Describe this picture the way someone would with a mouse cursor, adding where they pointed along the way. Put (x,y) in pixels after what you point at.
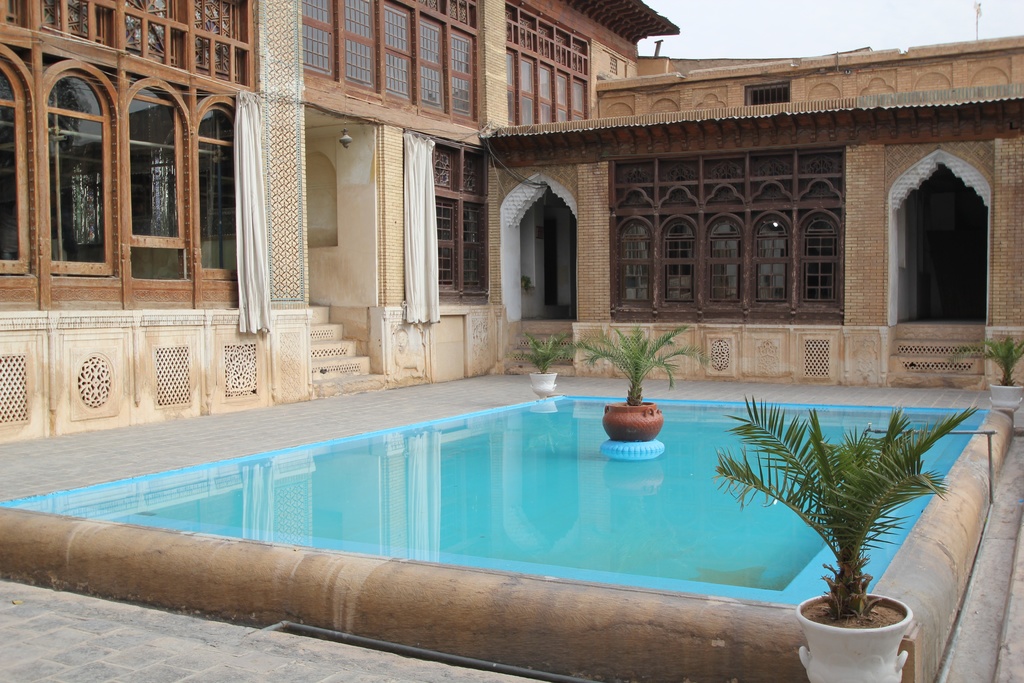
In this image, we can see a building (216,136) and we can see curtains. At the bottom (451,482), there is water (582,451) and we can see some plants (636,350) and there is a floor (190,444). At the top (775,41), there is sky (748,53).
